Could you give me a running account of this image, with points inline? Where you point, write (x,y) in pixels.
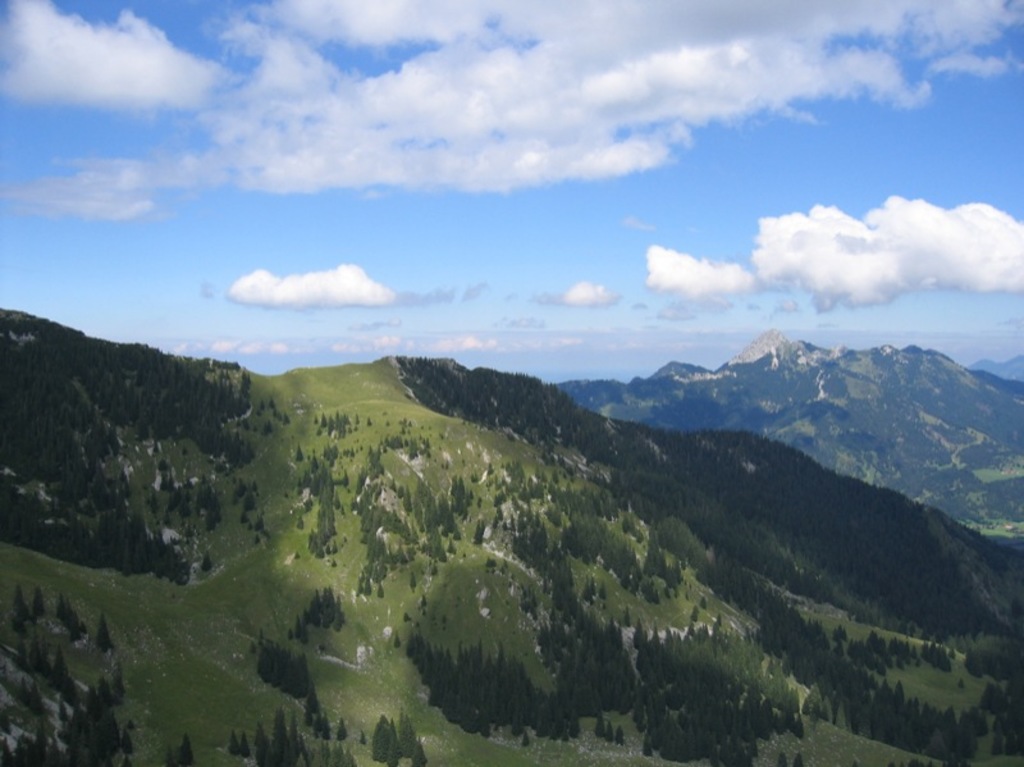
In this image there are few mountains (562,579) covered with few trees (622,495) and plants (494,576), some clouds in the sky (411,214).
